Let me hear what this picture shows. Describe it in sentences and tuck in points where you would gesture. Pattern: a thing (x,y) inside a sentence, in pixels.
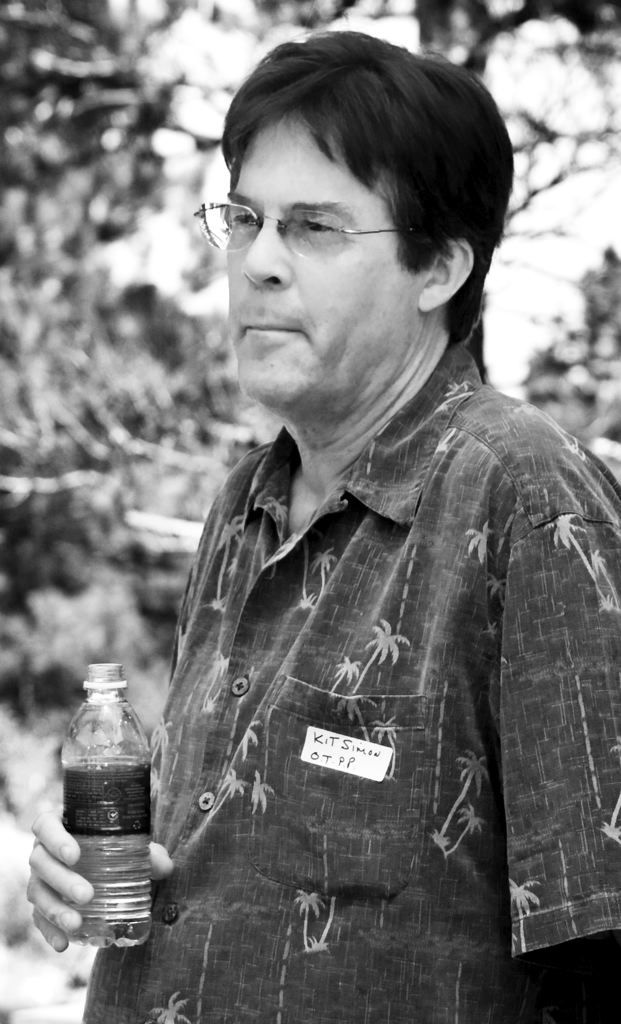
This picture shows a man (277,772) wearing a shirt (334,647) and spectacles (306,221) holding a water bottle (115,795) in his hands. In the background (90,352) there is a tree (304,21).
